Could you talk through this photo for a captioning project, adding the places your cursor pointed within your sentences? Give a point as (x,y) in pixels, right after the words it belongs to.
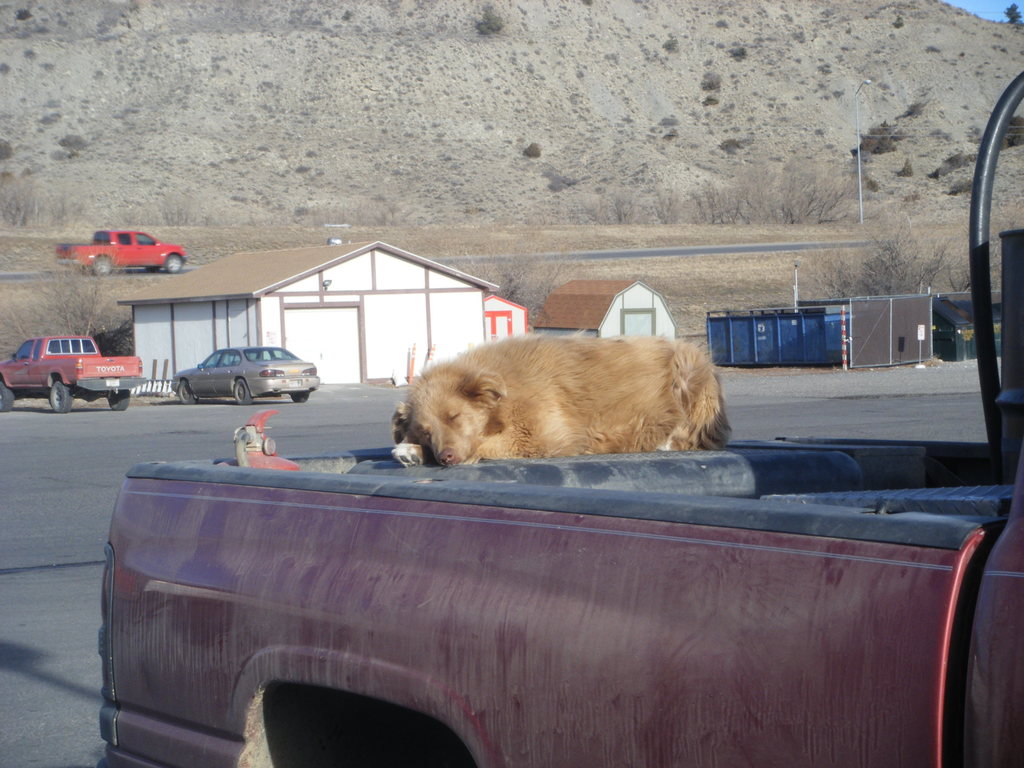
In this image we can see an animal (570,355) lying on the vehicle (957,536) and we can also see houses (584,288), vehicles (178,257), grass (779,234) and hill (526,67).
